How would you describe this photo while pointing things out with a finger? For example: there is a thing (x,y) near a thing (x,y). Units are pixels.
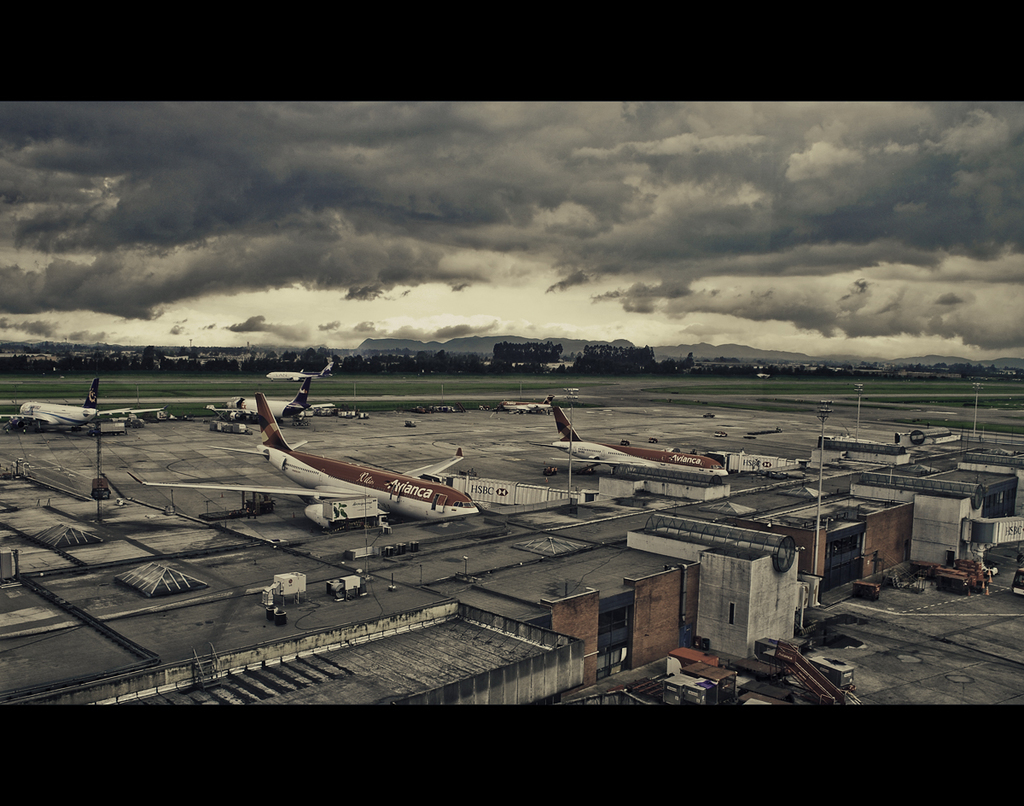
This picture seems to be an edited image with the borders (468,771). In the foreground (675,604) we can see the buildings (841,570) and some other objects (817,553). In the center (360,486) we can see the vehicles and airplanes (60,417) and we can see the objects (98,446) placed on the ground (575,473). In the background (594,287) we can see the sky (579,184) which is full of clouds (791,337) and we can see the grass (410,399) and some other objects (270,350).
